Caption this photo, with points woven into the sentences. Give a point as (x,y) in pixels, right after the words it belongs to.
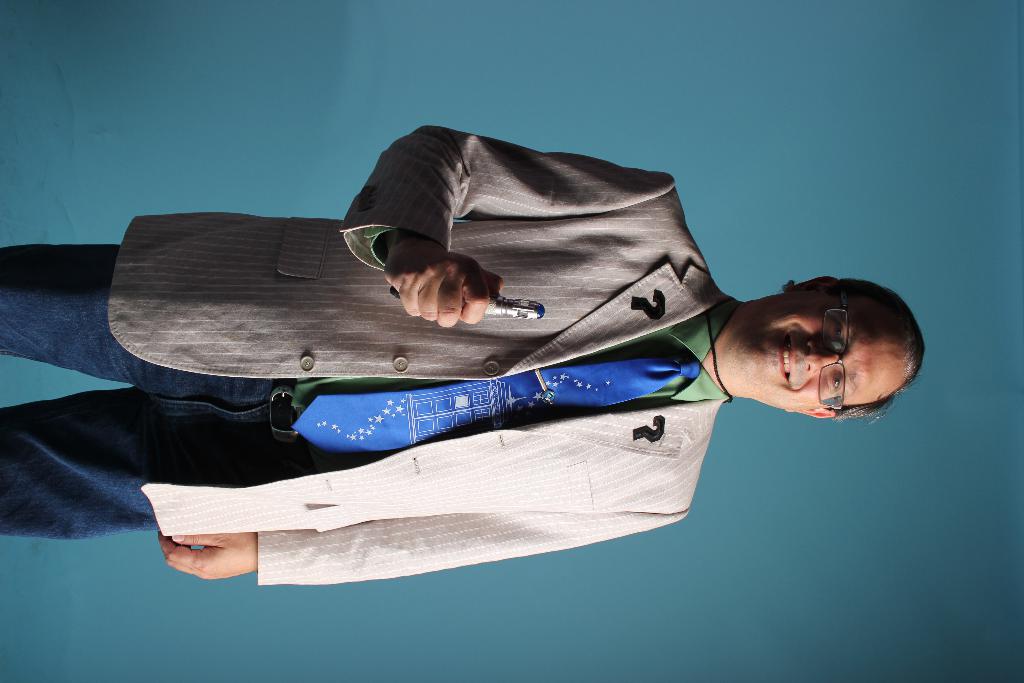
In this image, we can see a man (561,462) standing, he is wearing a coat (572,349) and a tie (568,404), he is holding a pen (534,306), in the background (289,653) we can see the wall (564,115).
